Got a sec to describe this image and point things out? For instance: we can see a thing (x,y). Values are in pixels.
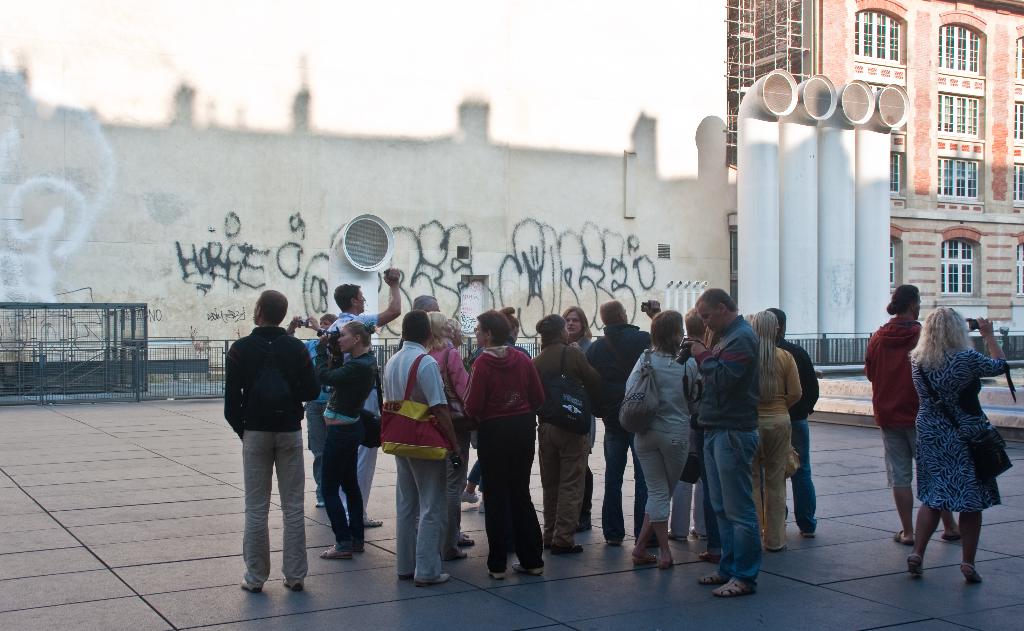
In this picture I can see group of people (590,416) standing, there are iron grilles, there is a building (893,235), there are some scribblings (585,258) on the wall (569,262), and these are looking like pipes (852,223).
